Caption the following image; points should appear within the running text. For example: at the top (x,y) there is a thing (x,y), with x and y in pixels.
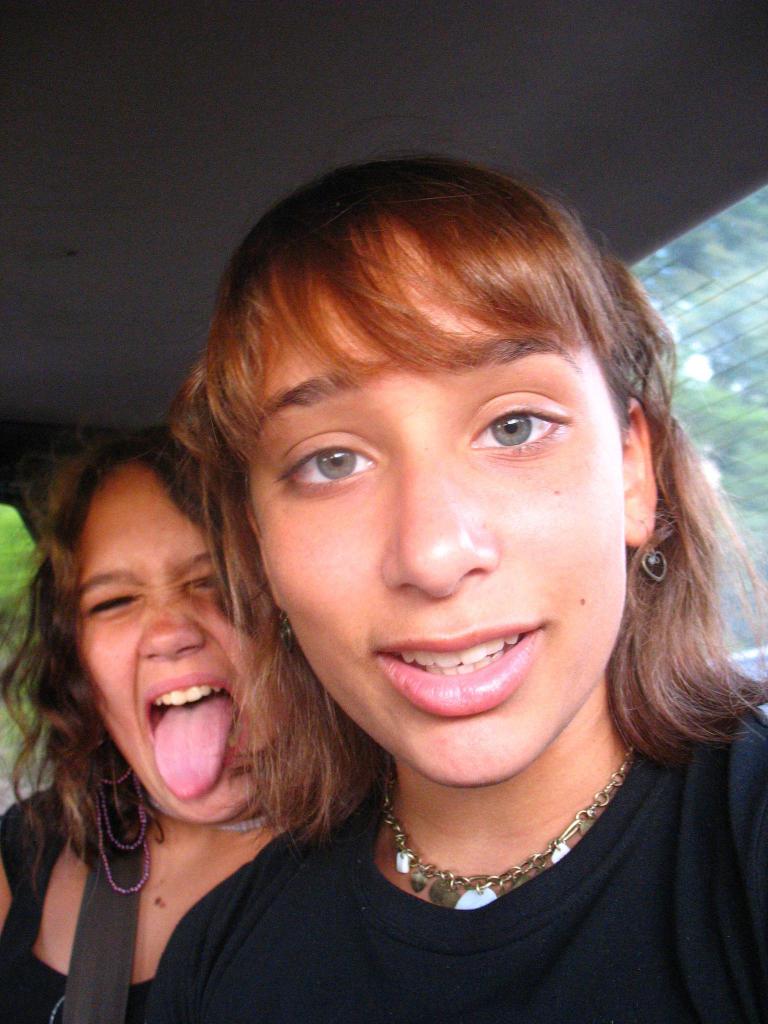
In this picture, we can see two persons (338,660) in vehicle (153,160), and we can see glass (723,289), and we can see trees (703,392) from the glass (681,312) of vehicle (349,72), the roof (325,84) of vehicle (336,76).
